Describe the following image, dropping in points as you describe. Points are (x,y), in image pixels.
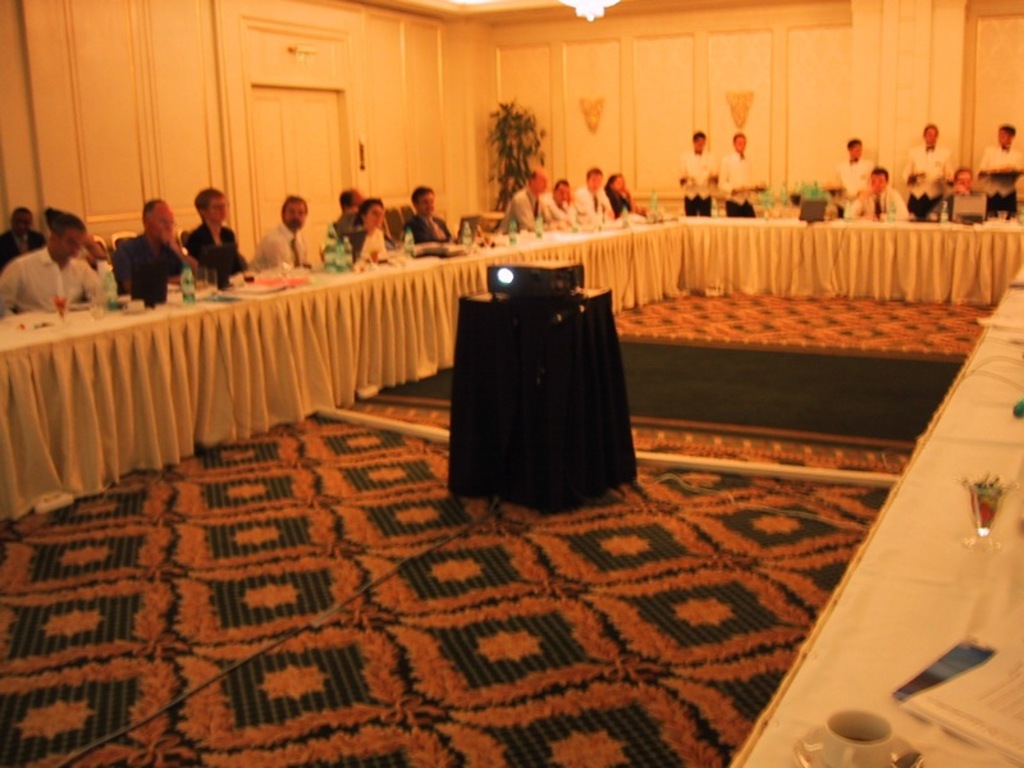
In this picture I can see number of tables (391,266) in front (93,383) and I see few bottles (892,219), a cup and other things (963,221) and behind the tables (638,233) I can see persons (919,198) sitting and standing. In the middle of this picture (586,363) I can see a projector (551,294) on a table (538,340). In the background (441,110) I can see the wall (687,125) and on the top of this picture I can see a light (587,17).
